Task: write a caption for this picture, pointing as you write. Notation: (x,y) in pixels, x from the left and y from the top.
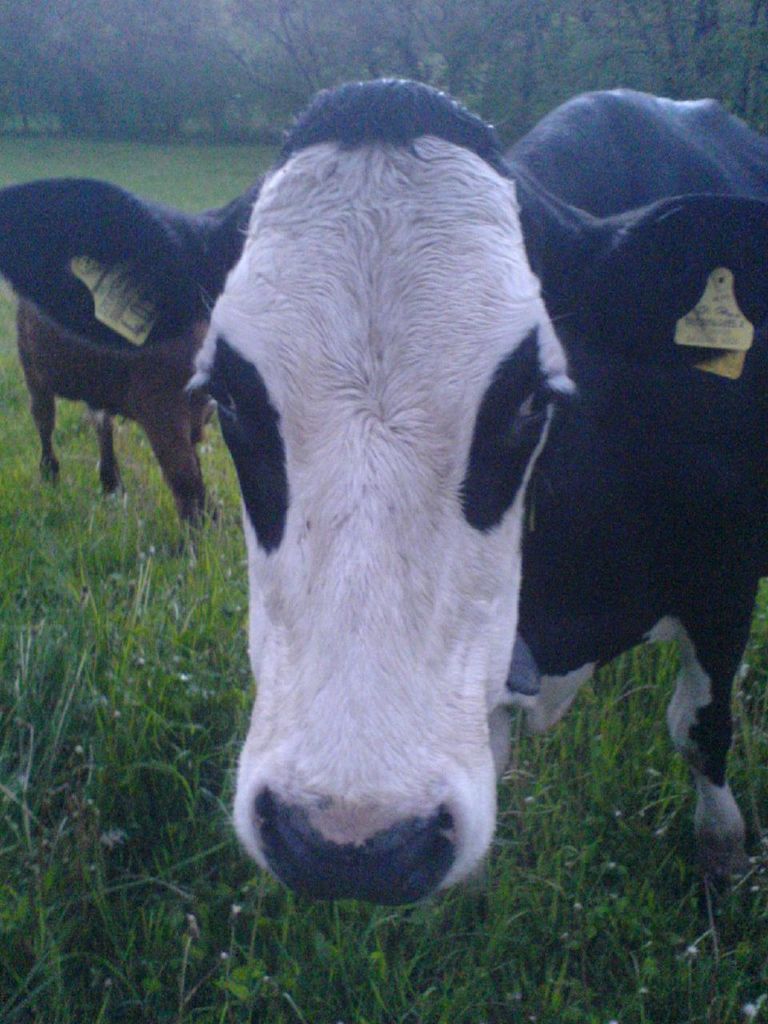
In this picture I can see the grass (188,937) at the bottom (253,935), in the middle (490,667) there are animals (373,396). In the background (409,12) there are trees (392,39).
